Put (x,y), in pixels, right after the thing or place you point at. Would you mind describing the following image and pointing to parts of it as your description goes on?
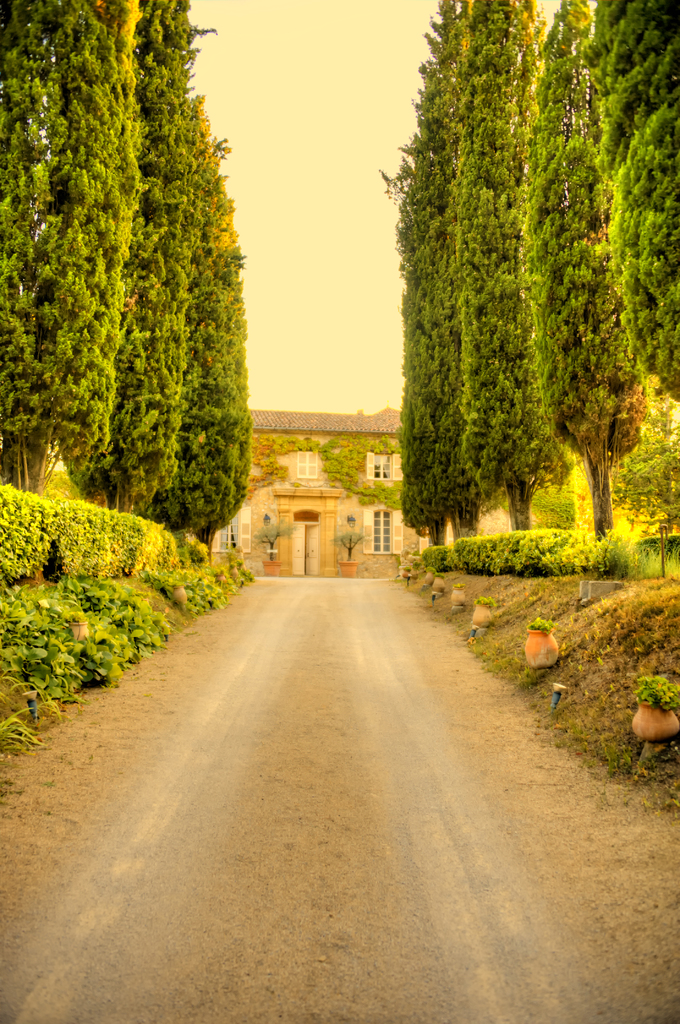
In the center of the image (289,571) we can see a house (321,555), windows (312,476), door (314,542), wall (340,492), pots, trees (211,451), bushes (77,552) are there. At the bottom of the image (325,923) road (372,848) is there. At the top of the image (331,118) sky (352,125) is there.
